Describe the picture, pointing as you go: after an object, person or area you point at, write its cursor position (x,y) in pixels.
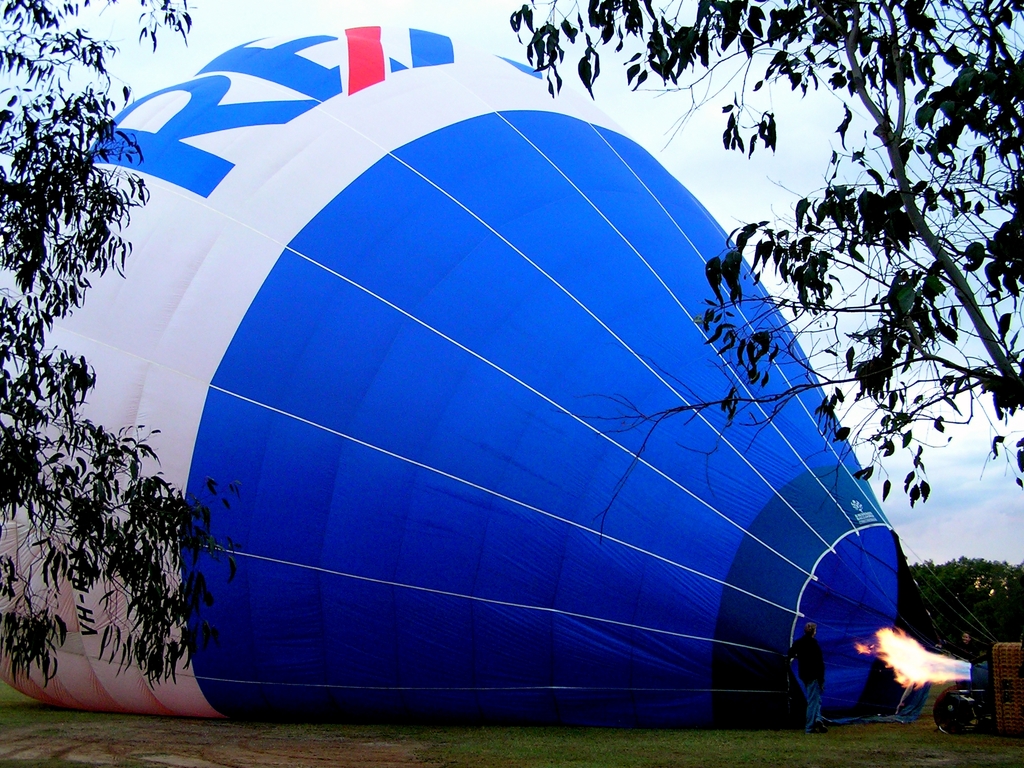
In this picture I can see the hot air balloon (725,667) on the ground (530,751). On the right (809,660) there is a man (810,677) who is standing near to the fire (909,679). In background (953,581) I can see many trees (999,595). At the top (610,41) I can see the sky (506,27) and clouds (487,16).
